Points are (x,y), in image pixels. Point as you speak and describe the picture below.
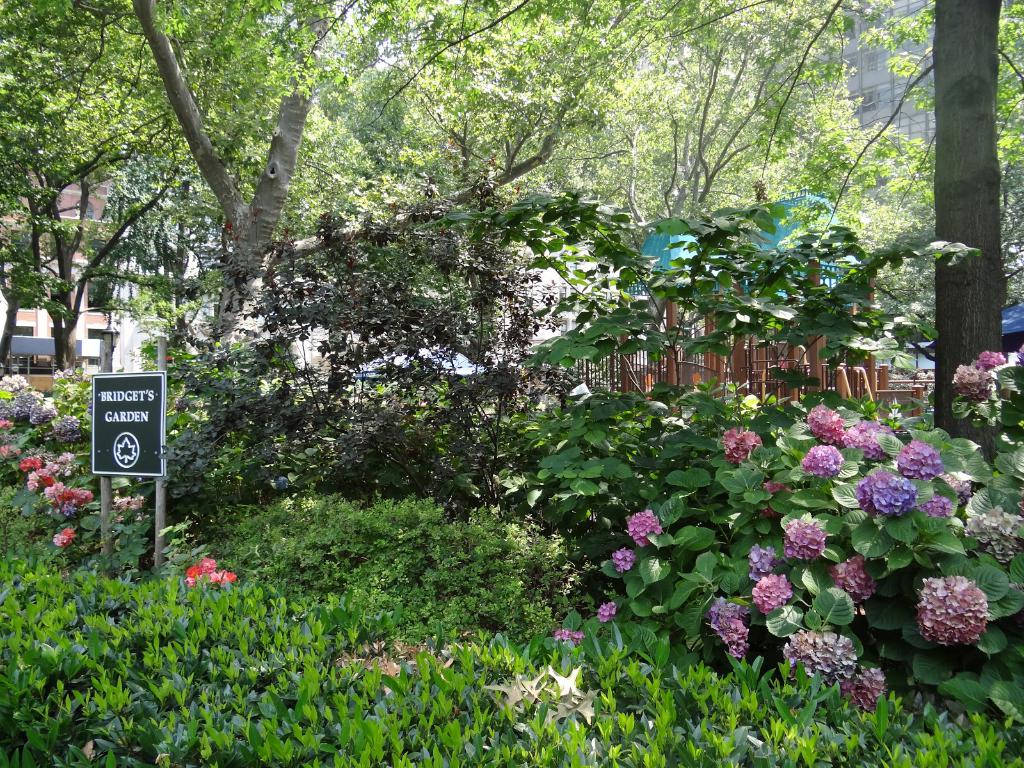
In this image there are plants (528,580), flowers (803,537) and there are trees (168,195). In the background (84,263) there are buildings (927,46) and there is a board (136,443) on the left (134,436) with some text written on it.
